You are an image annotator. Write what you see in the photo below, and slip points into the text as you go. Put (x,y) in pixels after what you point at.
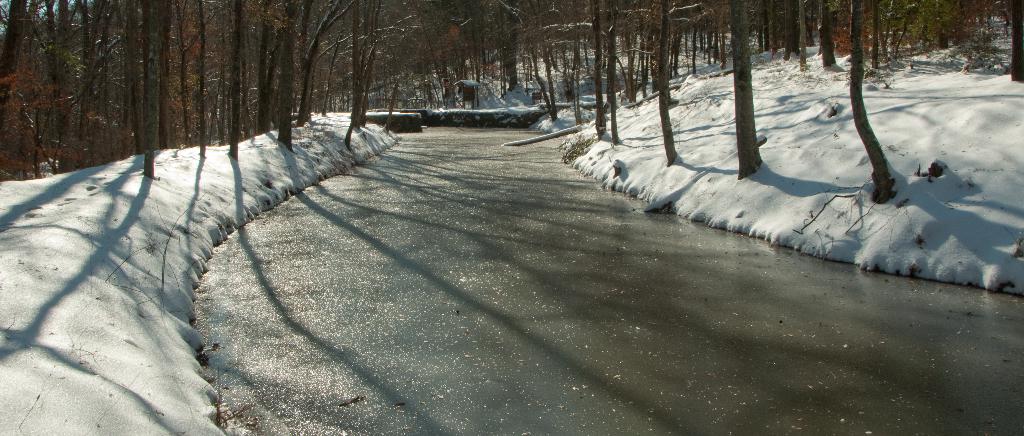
In this image we can see frozen water (442,379). On the both sides of the image, we can see snow (761,166) on the land (63,273). In the background (223,85), we can see trees (576,55) and a wooden object (458,85).
